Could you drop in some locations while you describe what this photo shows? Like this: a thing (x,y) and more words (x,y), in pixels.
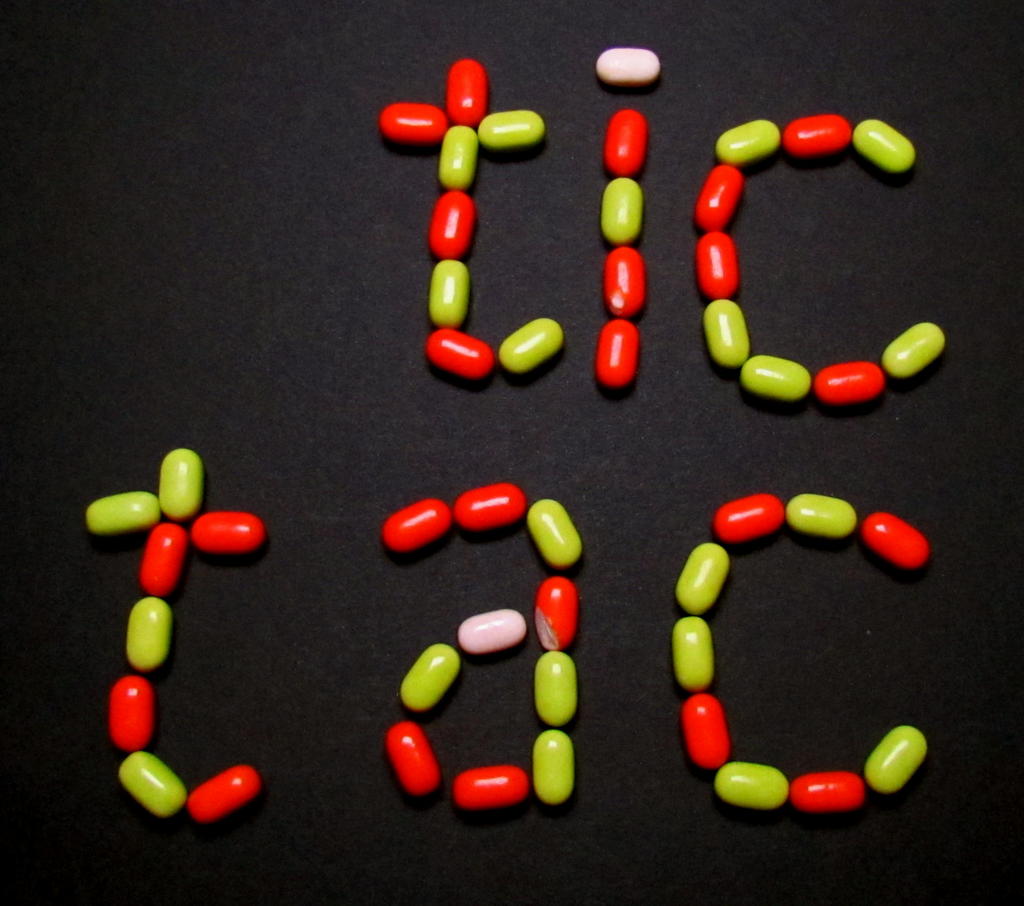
In the image we can see a candy (629,352) green, red and pale pink in color, kept on a black surface (143,192).
